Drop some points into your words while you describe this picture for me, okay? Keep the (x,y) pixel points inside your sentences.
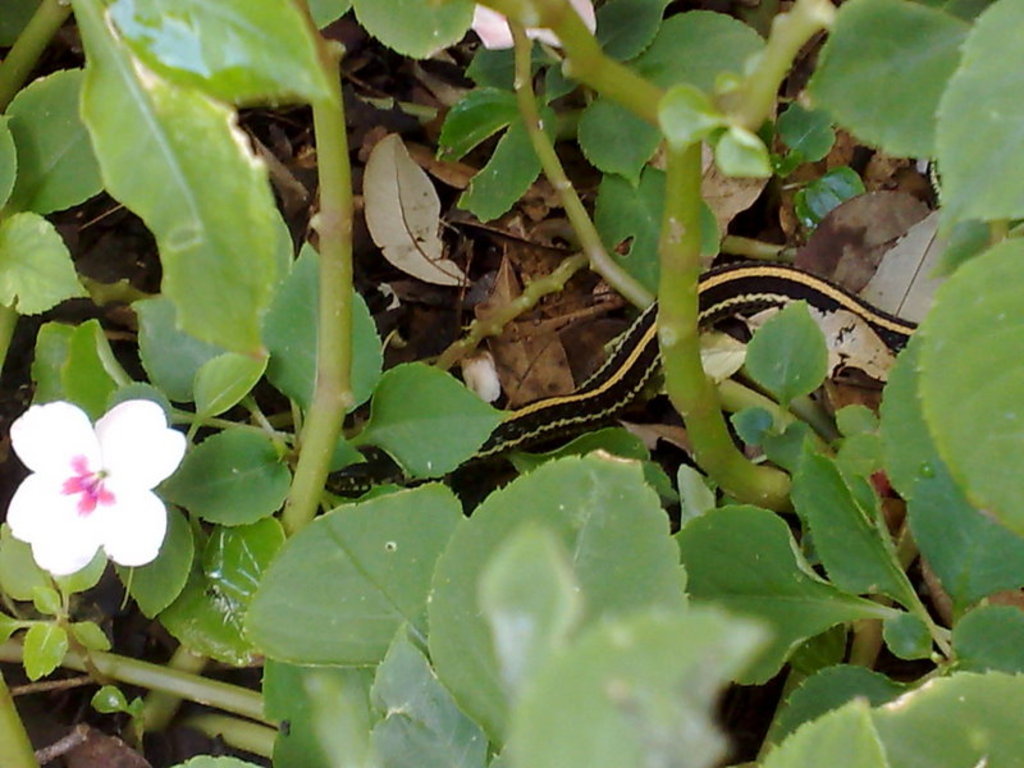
In this image at the bottom left hand corner (145,556) we can see there is a flower (59,559), and in the middle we can see there is a snake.
